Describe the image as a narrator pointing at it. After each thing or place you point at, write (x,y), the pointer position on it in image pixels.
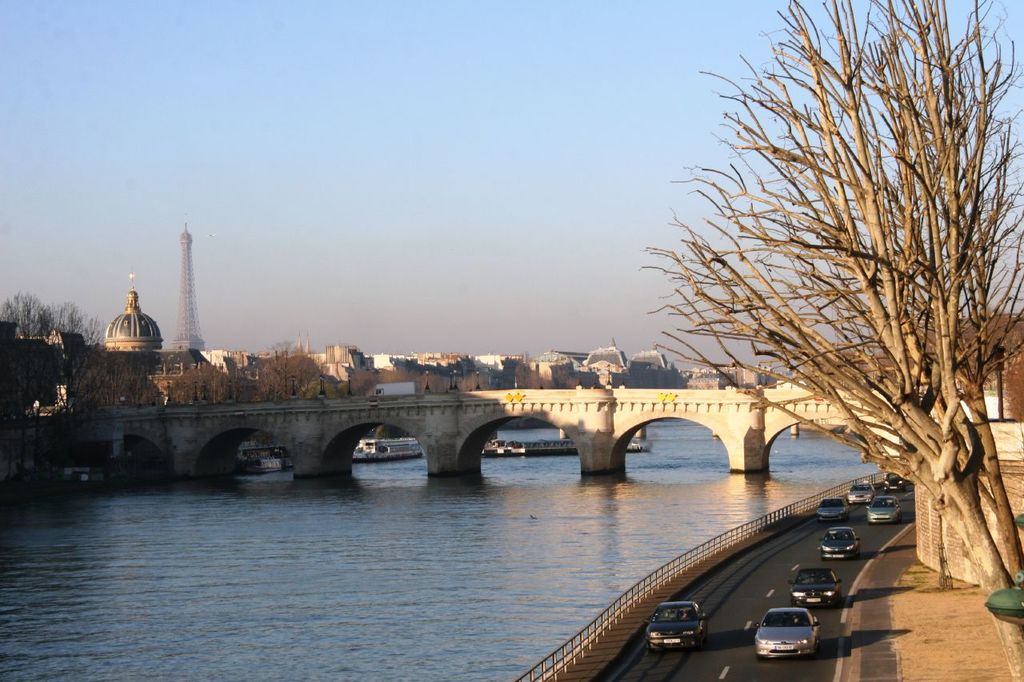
This image is clicked on the road (668,670). At the bottom (746,658), there is a road (865,556), on which there are many cars (835,510) moving. On the right (970,398), there is a tree (905,366). On the left (209,602), we can see a bridge (440,467) along with water (335,543). In the background (521,354), there are many houses (178,368) and a tower (181,320). At the top (496,142), there is a sky (468,211).
